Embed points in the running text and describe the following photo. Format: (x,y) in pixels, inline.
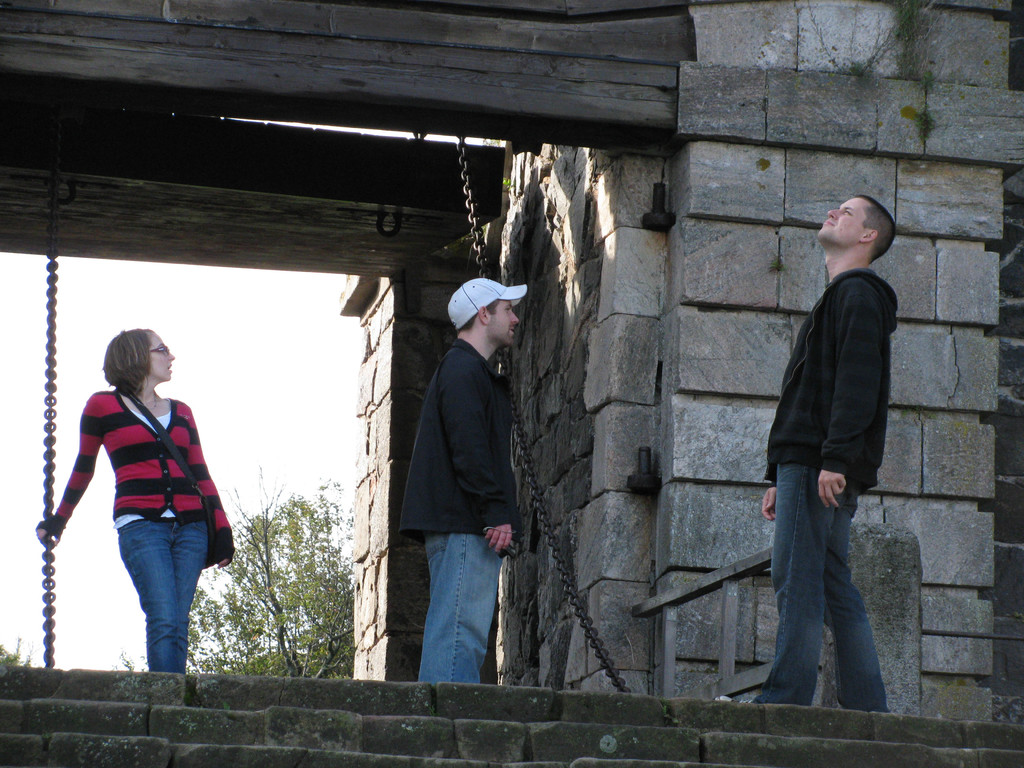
In this image there are three persons (472,660) standing on the floor (442,683). There is a woman (109,436) on the left side (142,452) who is holding the chain (51,413). There is a man (457,473) in the middle (457,473) who is wearing the cap (472,314). In the background (620,278) there is a stone wall (671,335) to which there is a chain (481,250). In the background (289,600) there are trees (265,581). At the top (464,201) there are wooden beams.
